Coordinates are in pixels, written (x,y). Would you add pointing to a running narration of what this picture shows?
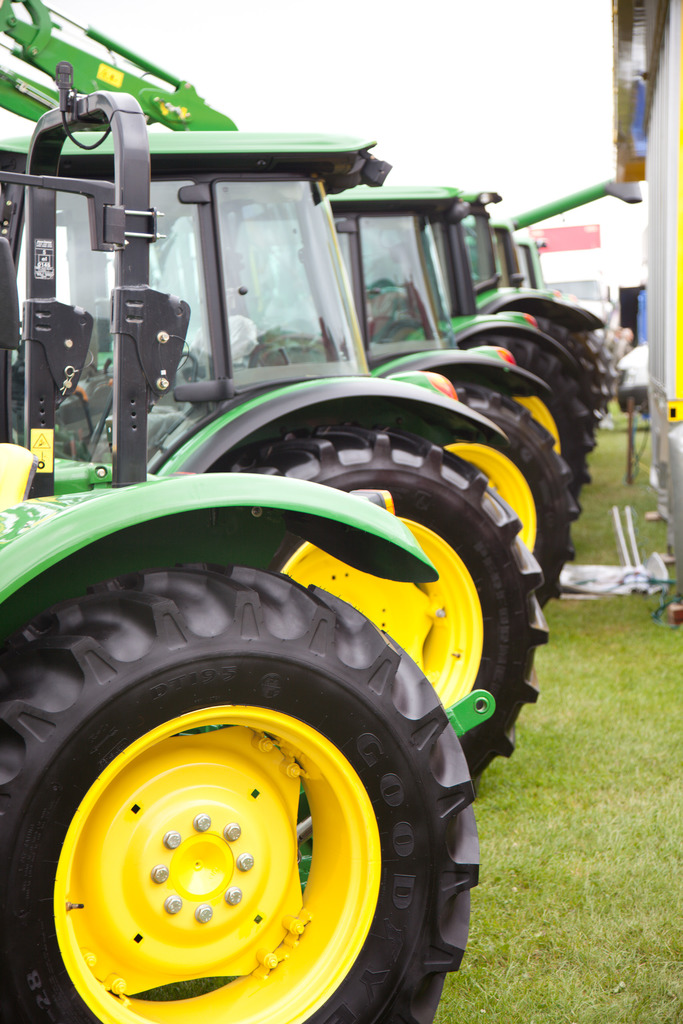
In this image I can see vehicles (346,349). There is grass (654,690) and there are some other objects (677,494). In the background (424,89) there is sky (308,49).
